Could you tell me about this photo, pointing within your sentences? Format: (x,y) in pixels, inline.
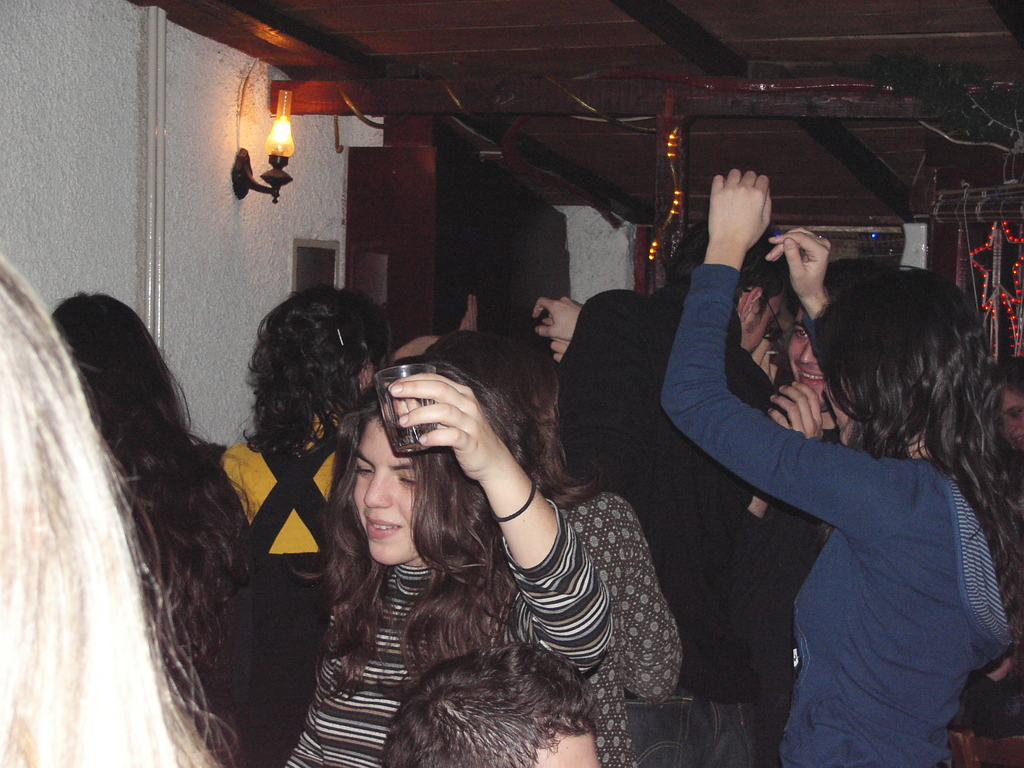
This picture might be taken inside the room (756,497). In this image, we can see a group of people (691,716) dancing. On the left side (159,171), we can see a light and a wall (215,231). At the top (796,36), we can see a roof (706,46).
